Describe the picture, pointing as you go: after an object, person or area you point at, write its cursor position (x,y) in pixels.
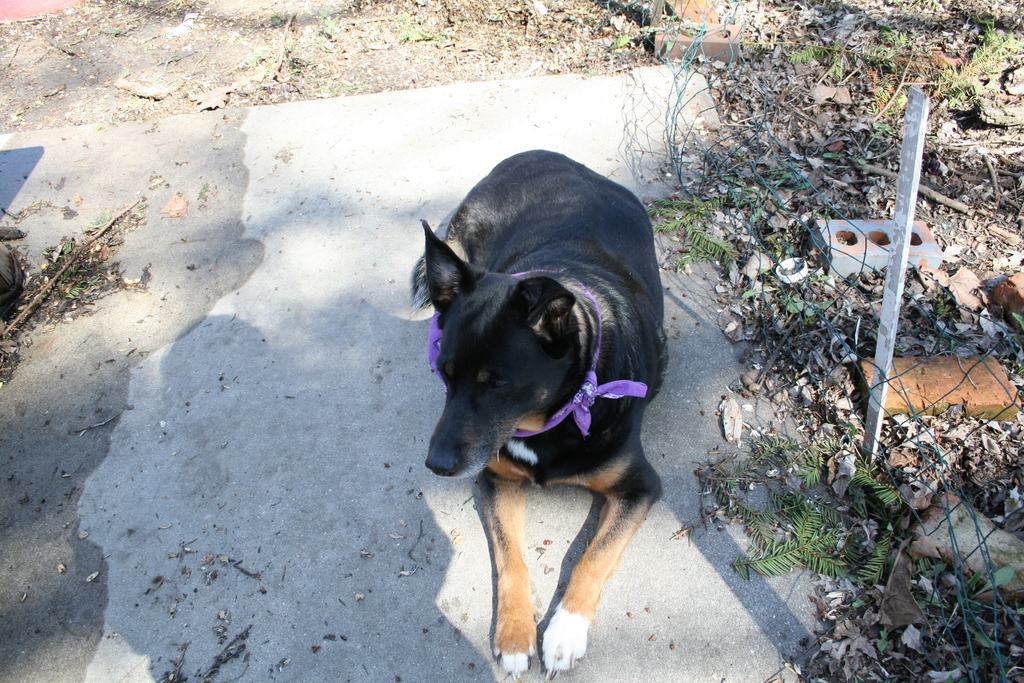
In this picture I can see the animal (457,344) sitting on the surface (402,369). I can see the metal grill fence (889,370) on the right side (806,281).
